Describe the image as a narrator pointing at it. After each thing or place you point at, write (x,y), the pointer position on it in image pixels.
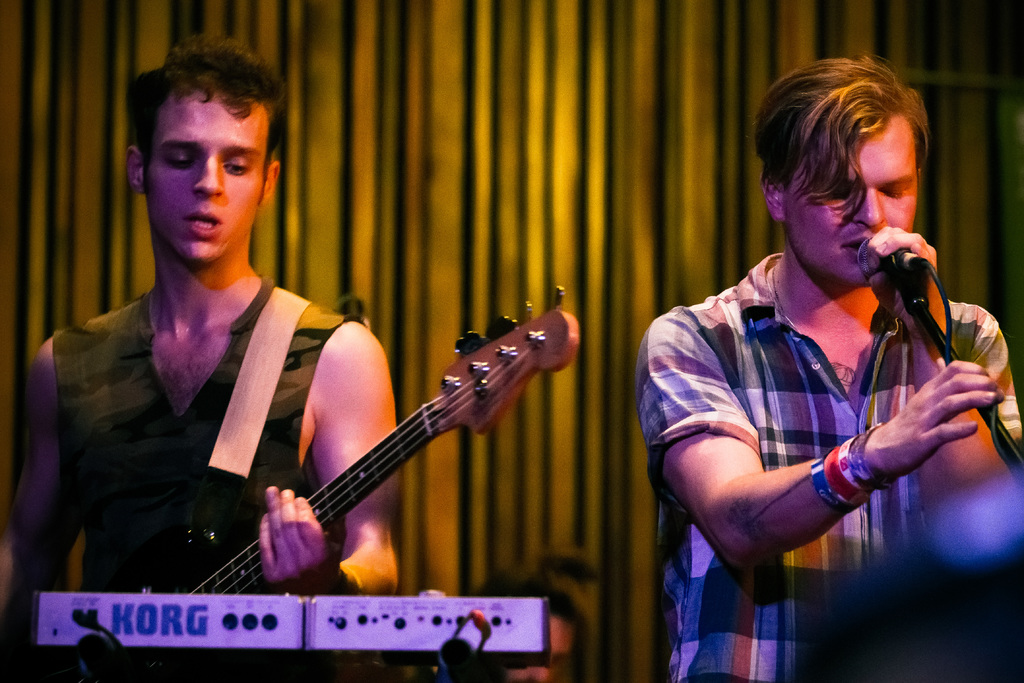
In this image i can see two men (700,319) among them the person (187,336) on the left side (224,419) is playing guitar (319,502) and the person (931,465) on the right side (902,364) is singing song in front of a microphone (907,271).
